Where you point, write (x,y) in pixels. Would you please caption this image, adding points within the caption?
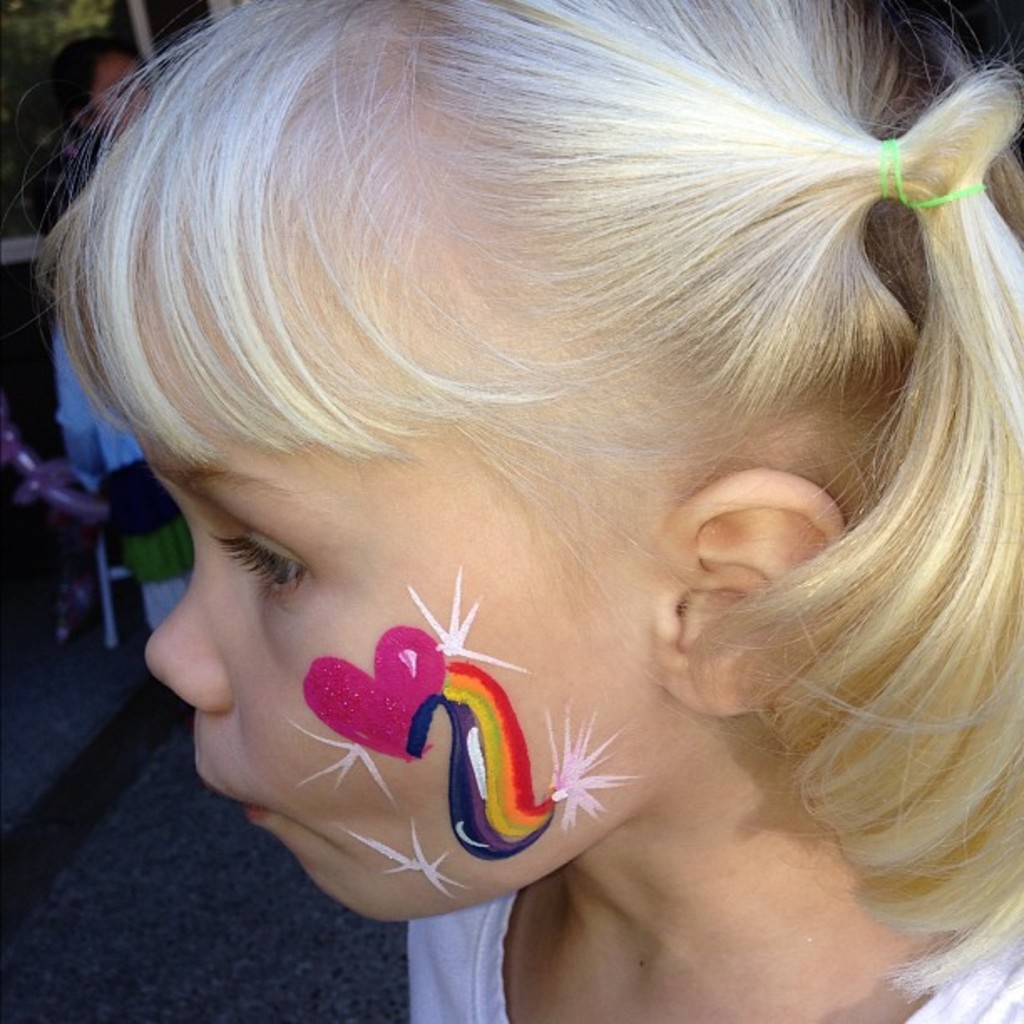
In this picture we can see a girl's (476,764) face (489,781) with a pink heart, stars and colors (518,846) painted on her cheeks (378,608). In the background (164,699), we can see trees (67,20) and people (88,43) on the road (167,697).
